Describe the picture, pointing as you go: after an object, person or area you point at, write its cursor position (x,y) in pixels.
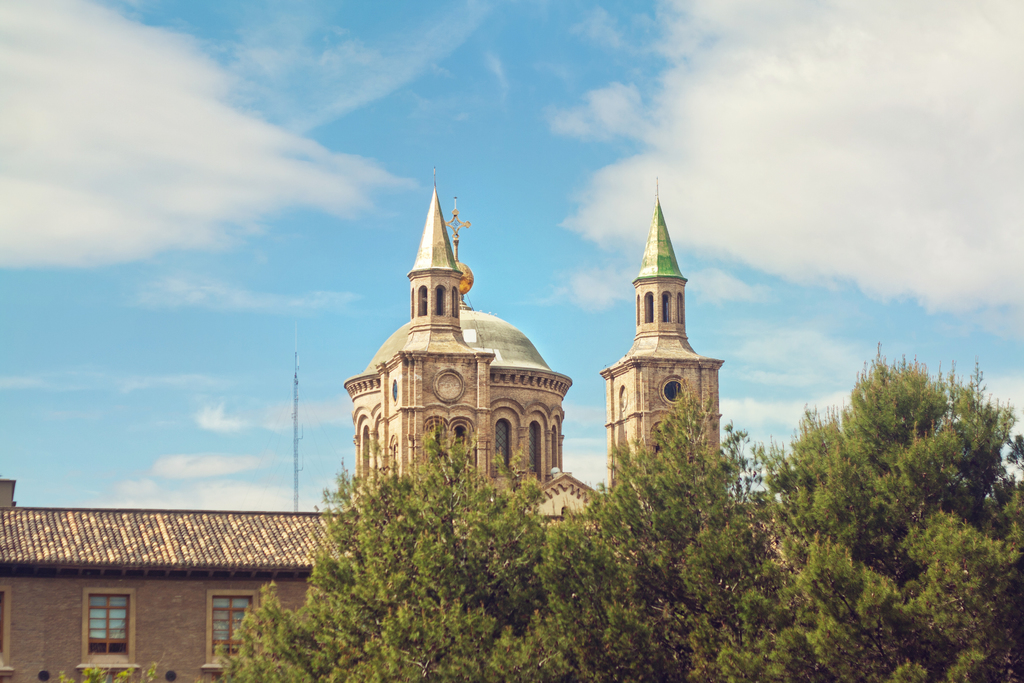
In this picture there are trees (623,512) at the bottom side of the image (573,545) and there is a church (677,262) in the center of the image (645,448), there are windows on it.
